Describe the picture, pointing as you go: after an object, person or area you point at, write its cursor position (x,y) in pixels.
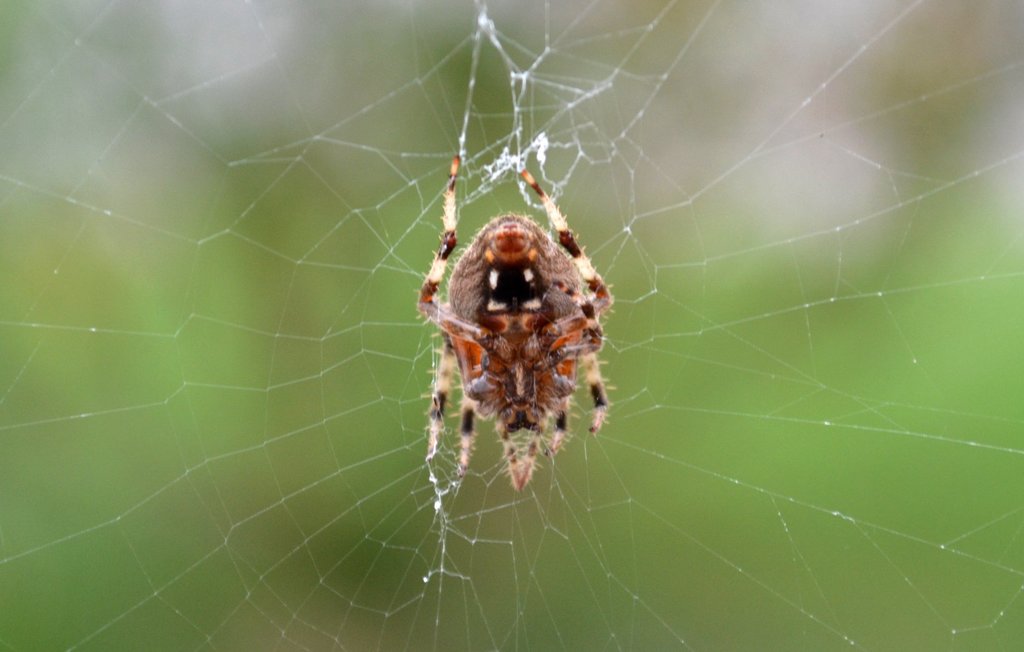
In the center of the image (505,327) we can see a spider (486,268) on the web (646,431).
